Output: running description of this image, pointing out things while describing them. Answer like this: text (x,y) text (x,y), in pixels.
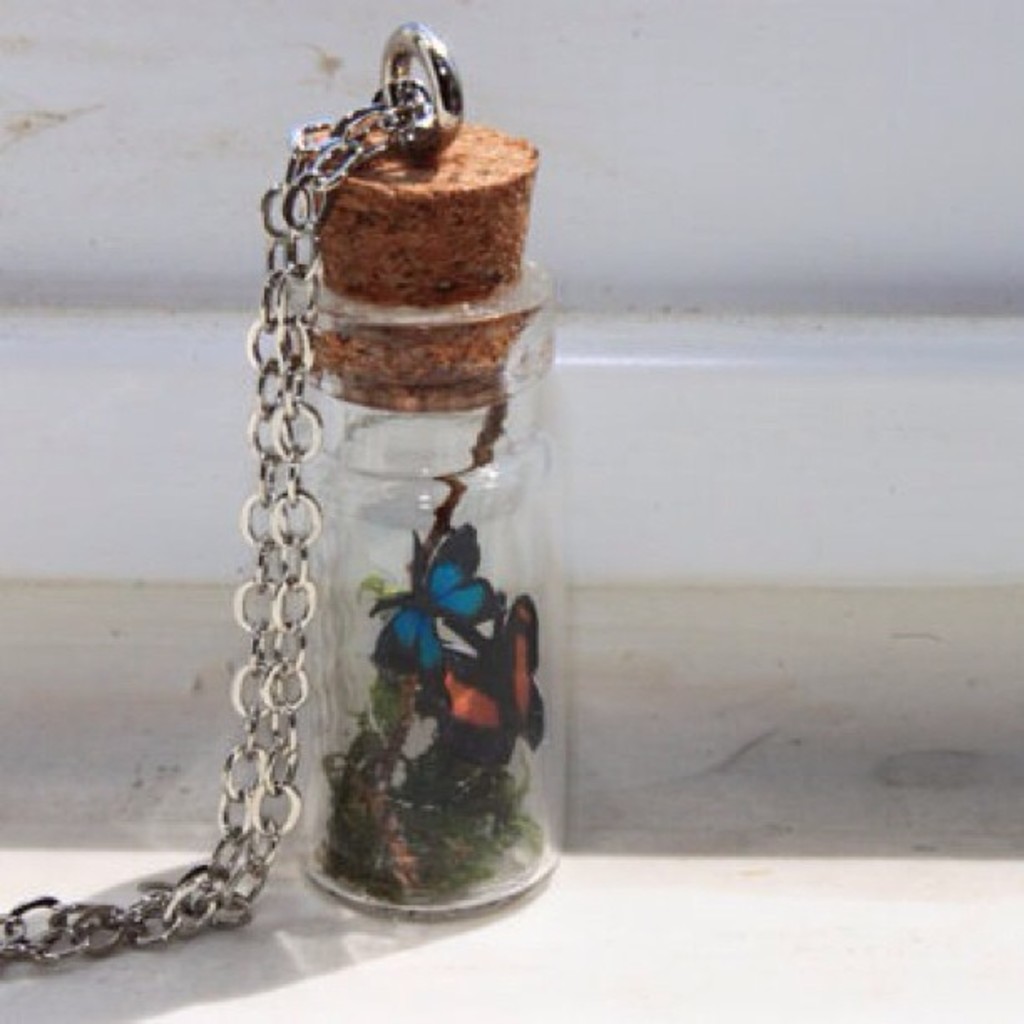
In this picture we can see bottle (329,426) with chain (235,685). On the background (657,195) we can see wall (666,373). In this bottle (402,531) we can see butterflies (447,694).
